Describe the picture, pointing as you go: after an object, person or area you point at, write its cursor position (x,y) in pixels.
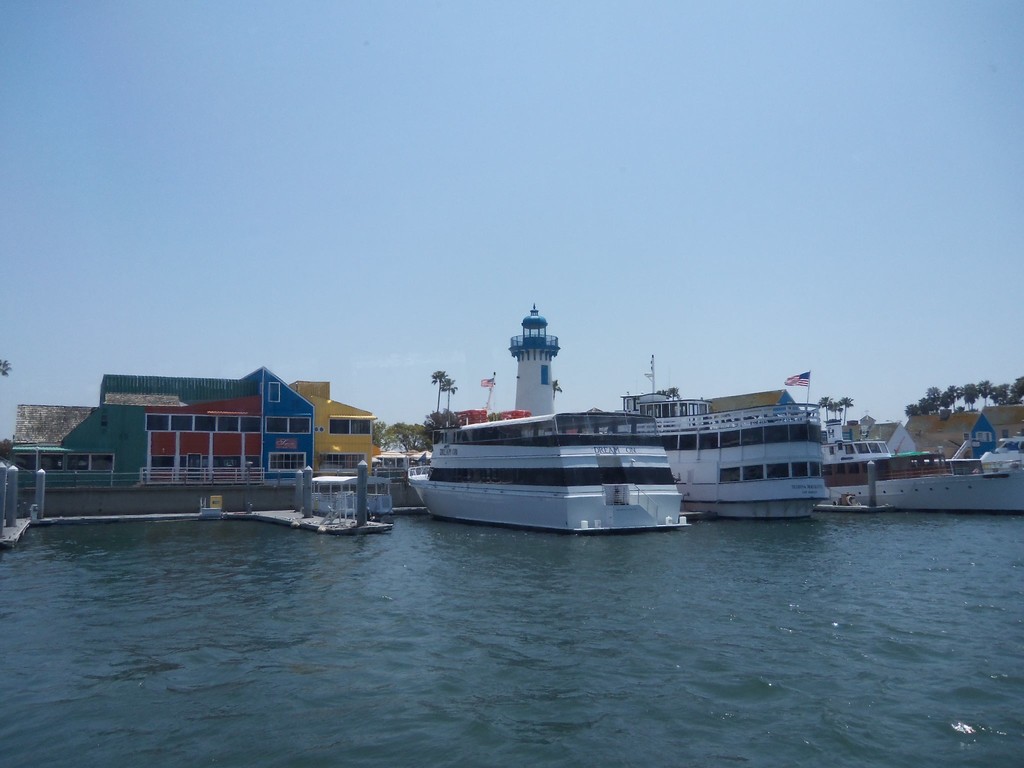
In this image in the middle (533,473) there are boats (655,465), houses (105,417), trees (992,398), flag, waves (974,623), water (481,612) and sky (297,338).
